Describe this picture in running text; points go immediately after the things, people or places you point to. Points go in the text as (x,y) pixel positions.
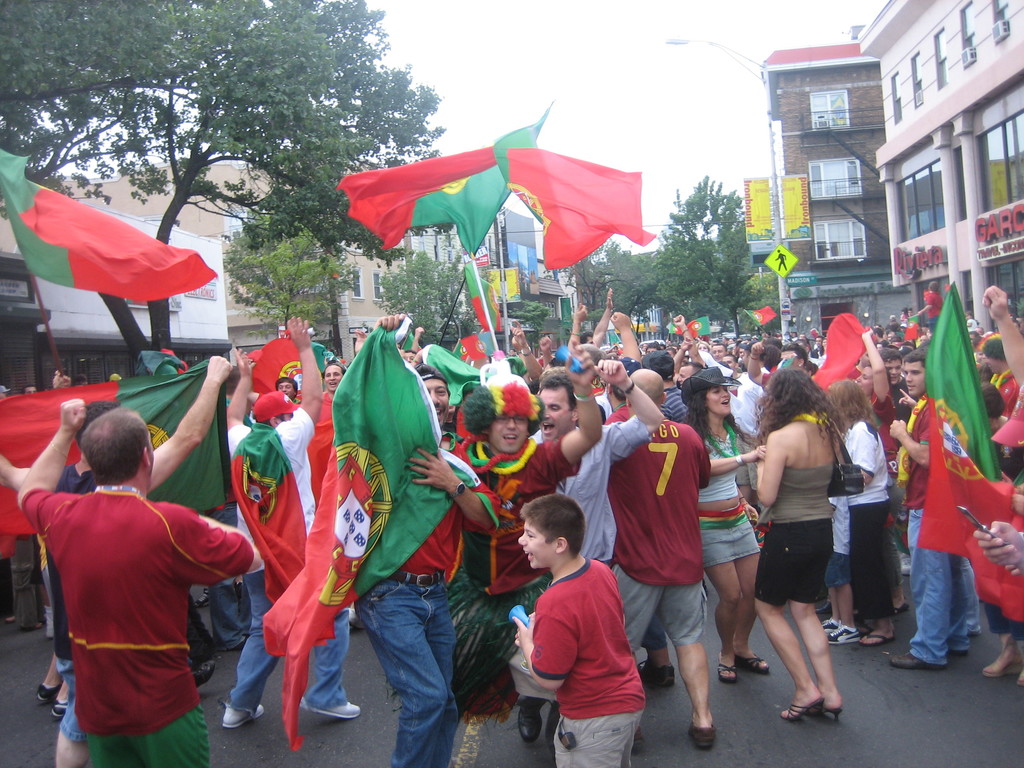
In this image I can see number of persons (449,521) are standing on the ground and holding few flags (428,497) which are red and green in color. In the background (260,266) I can see few trees (687,285), few poles (782,237), few boards (789,280), few buildings (836,278) and the sky (626,103).
